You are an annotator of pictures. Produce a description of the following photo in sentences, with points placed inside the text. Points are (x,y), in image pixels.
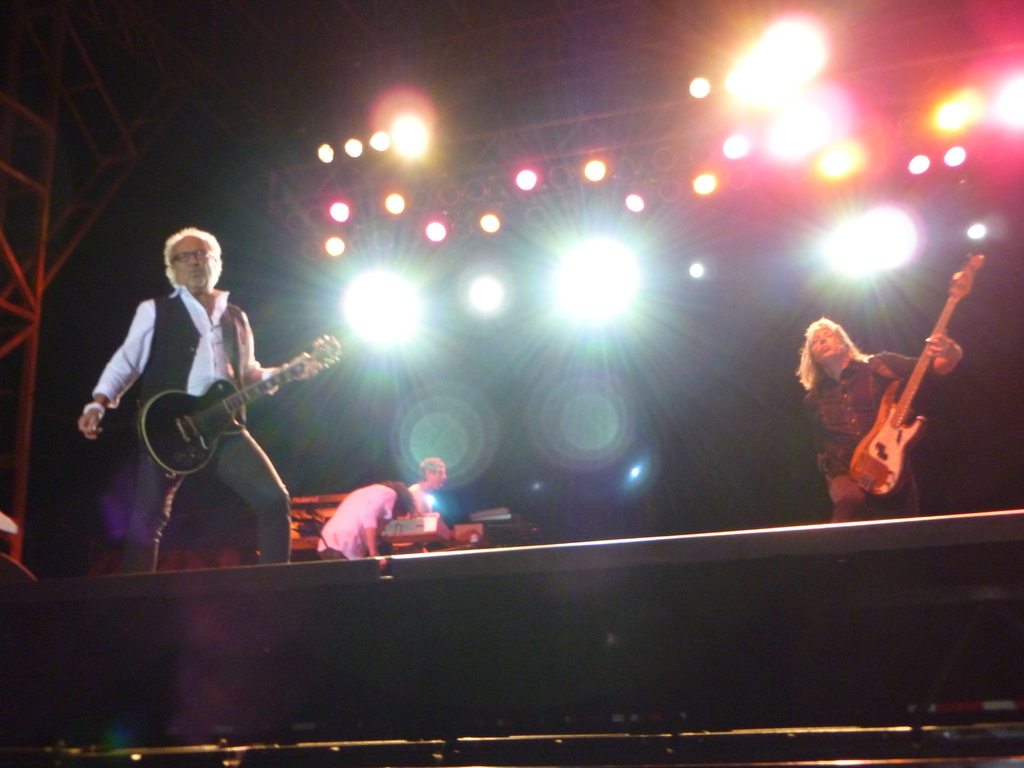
In the image there are two men (183,309) playing guitar (894,451) and in the background (422,508) another man (440,469) using other musical instrument (433,535). On the stage (448,545) there are many colorful lights (352,141) and remaining all its dark.
